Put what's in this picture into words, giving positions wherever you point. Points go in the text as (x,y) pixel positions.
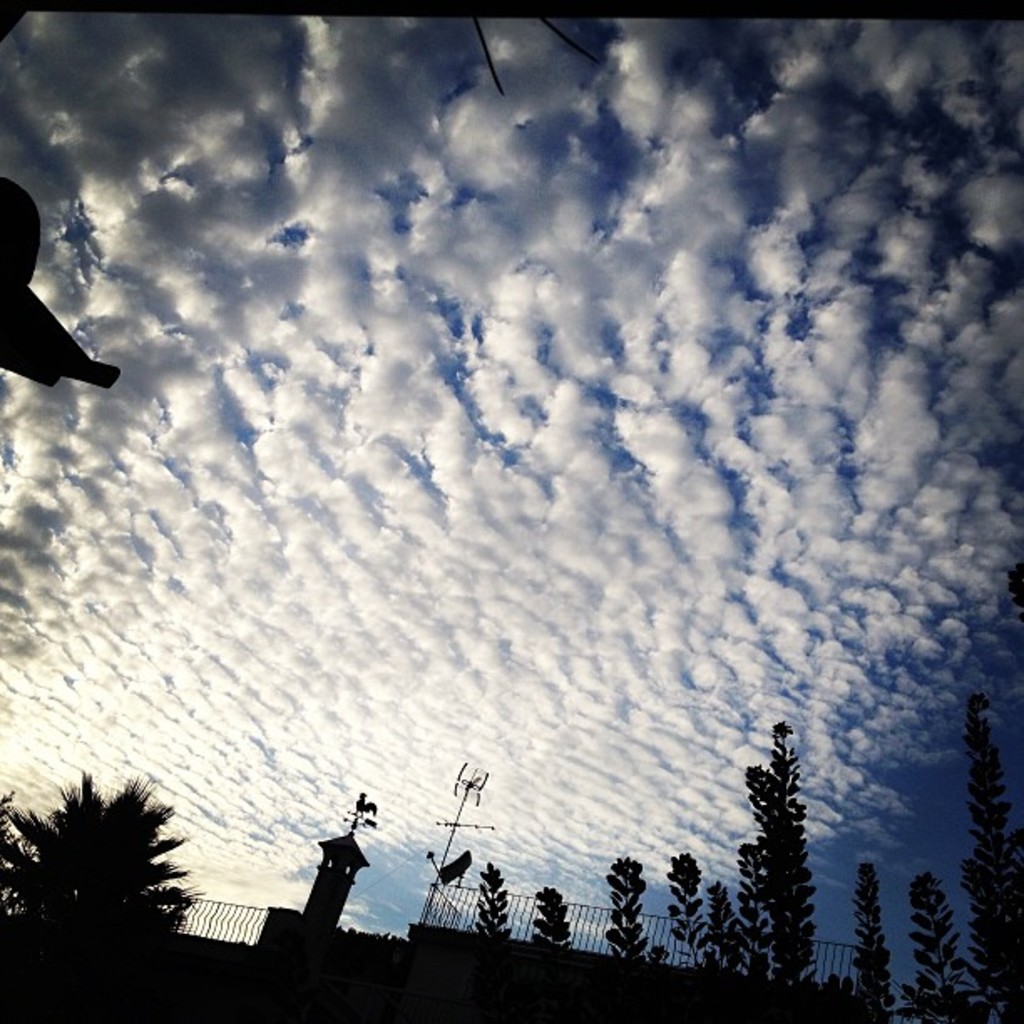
In this image we can see sky (428,531) with clouds (550,691), trees (551,902), iron grills (589,928) and wall (159,978).
